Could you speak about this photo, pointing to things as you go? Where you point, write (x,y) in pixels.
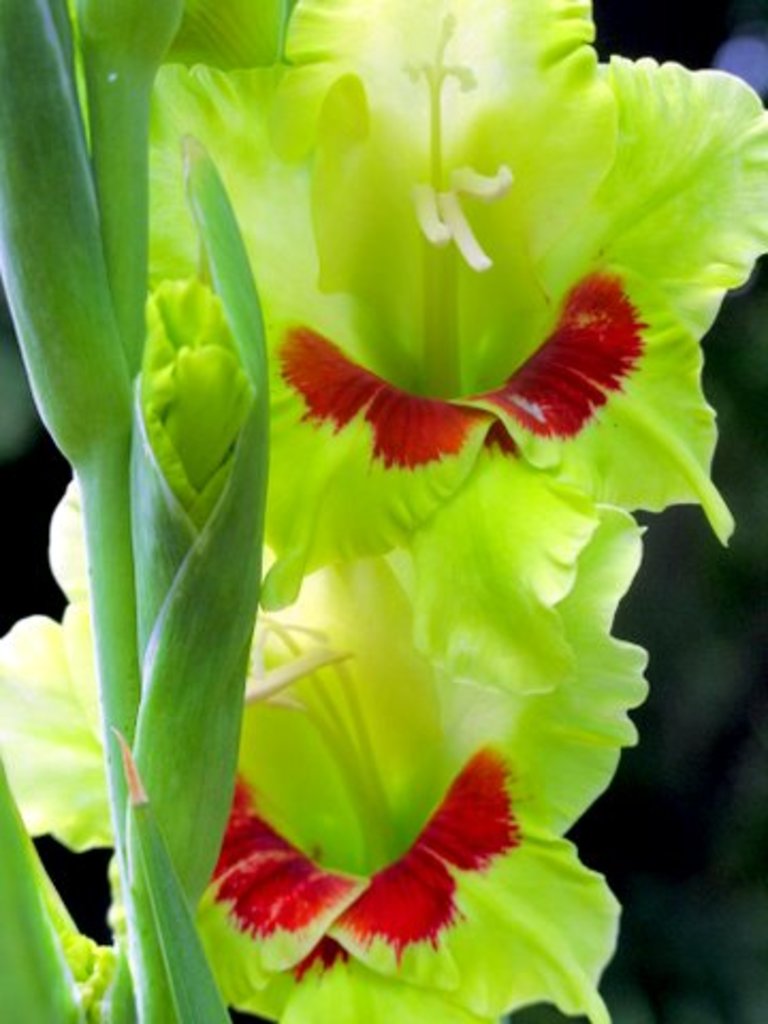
In this image we can see a plant (371,610) with flowers (473,624) and buds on it and the background (620,627) is blurred.
